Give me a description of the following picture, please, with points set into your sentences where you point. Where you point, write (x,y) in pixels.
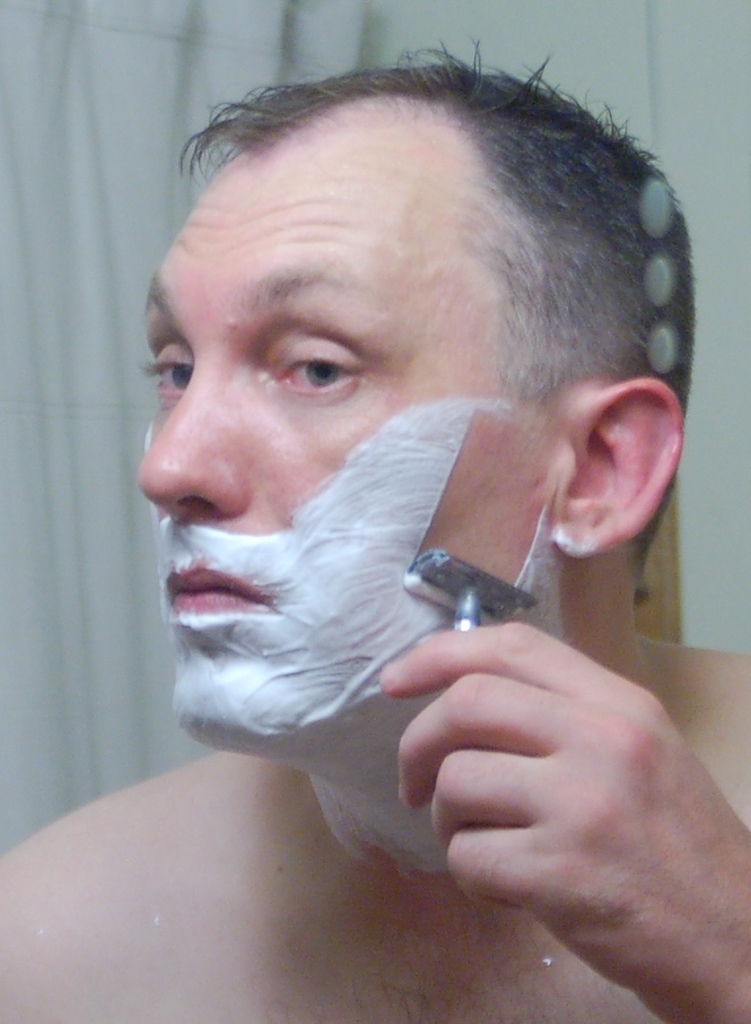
In this image we can see a man (422,511) doing shaving.
